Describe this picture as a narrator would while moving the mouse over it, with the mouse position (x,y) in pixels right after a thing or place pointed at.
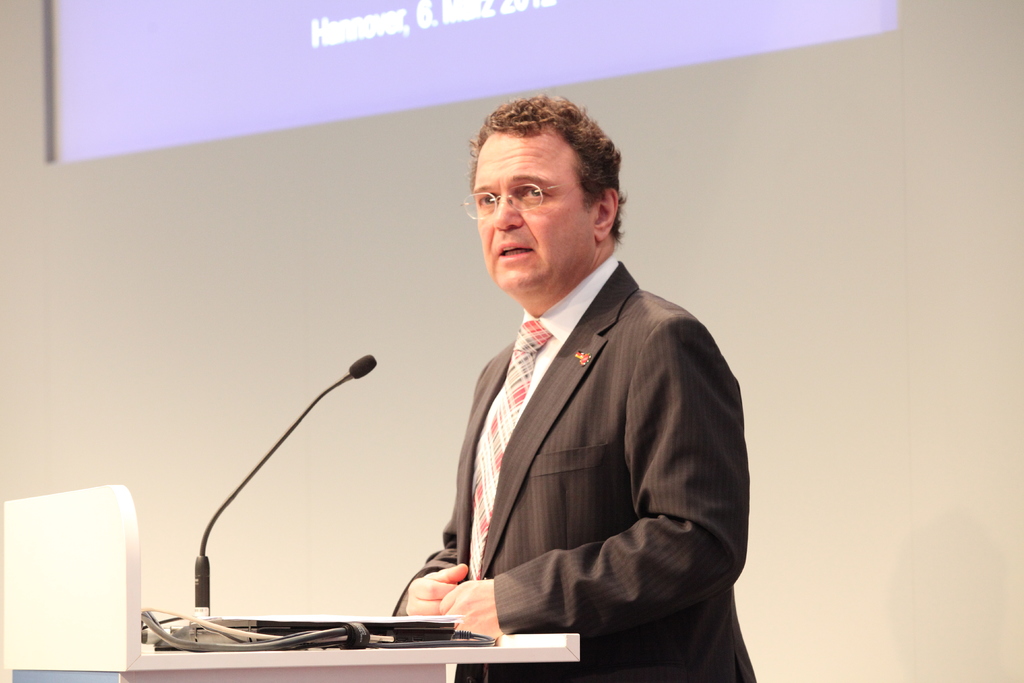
In this picture I can see a man (476,470) standing at a podium (74,598) and speaking with the help of a microphone (208,528) and I can see projection light (485,70) on the wall (472,262) and men (501,233) wore spectacles (484,199) on his face (505,218).
